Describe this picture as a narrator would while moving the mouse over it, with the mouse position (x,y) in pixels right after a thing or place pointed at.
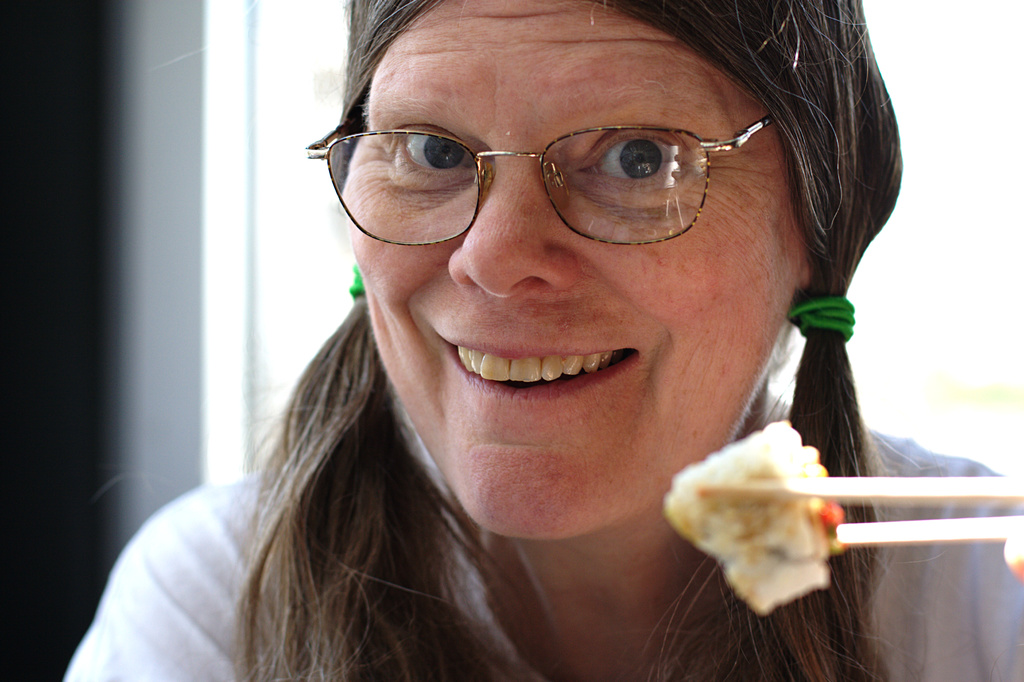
As we can see in the image there is a woman (577,265) wearing spectacles (547,164) and smiling.
